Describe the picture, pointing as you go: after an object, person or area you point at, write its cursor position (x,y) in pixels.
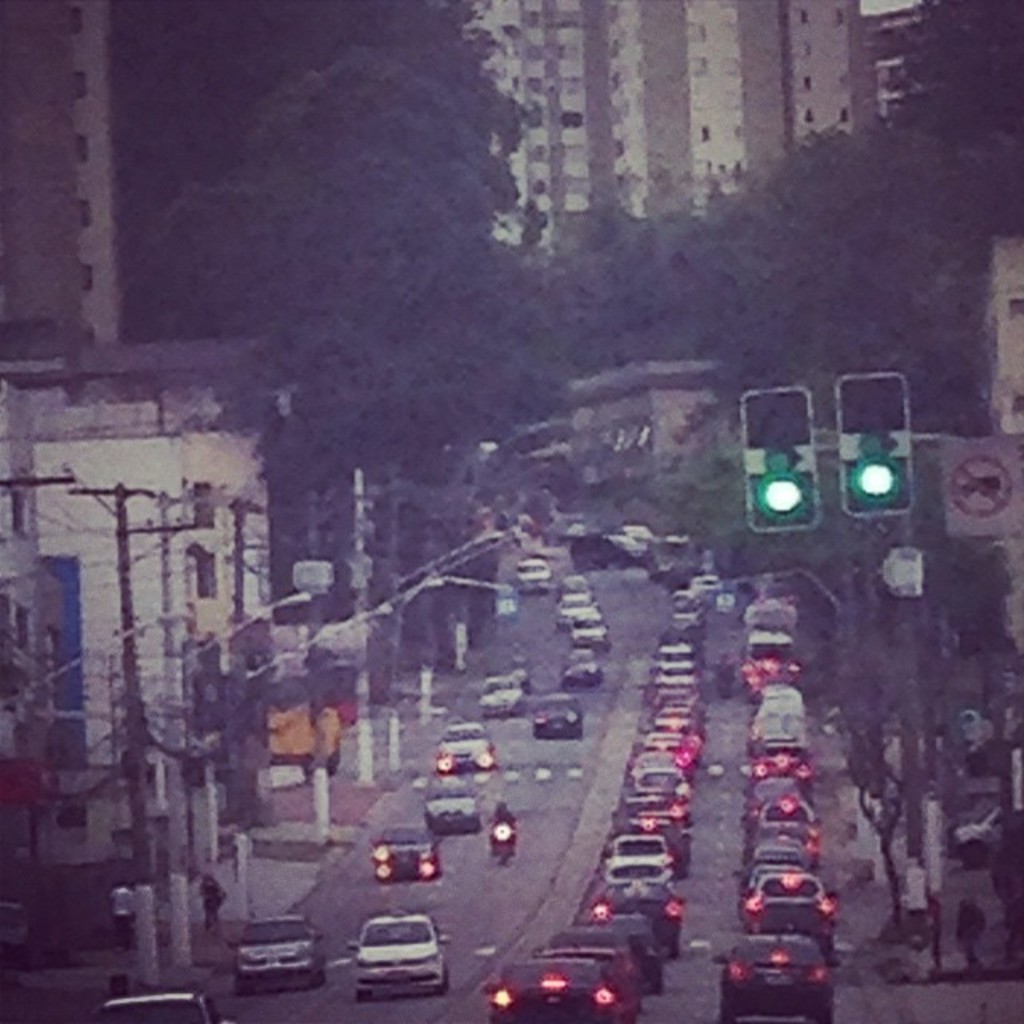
In this image few vehicles (448,746) are on the road (645,652). Few poles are connected with wires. Right side (755,435) there is a pole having two traffic lights (902,459) and a board (951,461) is attached to it. Background (1011,402) there are few trees (429,506) and buildings (817,120). Few persons (208,920) are walking on the pavement (301,844).
